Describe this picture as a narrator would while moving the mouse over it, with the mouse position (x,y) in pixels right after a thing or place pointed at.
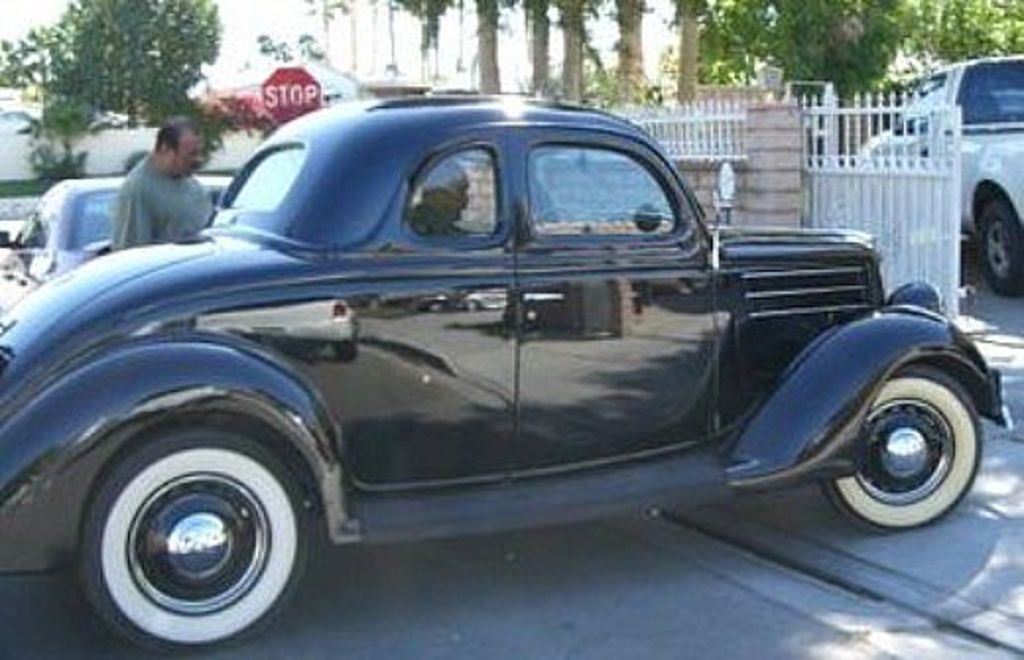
In the background of the picture (144,55) we can see trees (749,28). This is a white gate (883,140). This is a car (995,151) at the right side of the picture (992,203). In Front of the picture we can see a car (325,115) in black colour. There is man (133,188) near to it. this is a stop sign board (288,97).
